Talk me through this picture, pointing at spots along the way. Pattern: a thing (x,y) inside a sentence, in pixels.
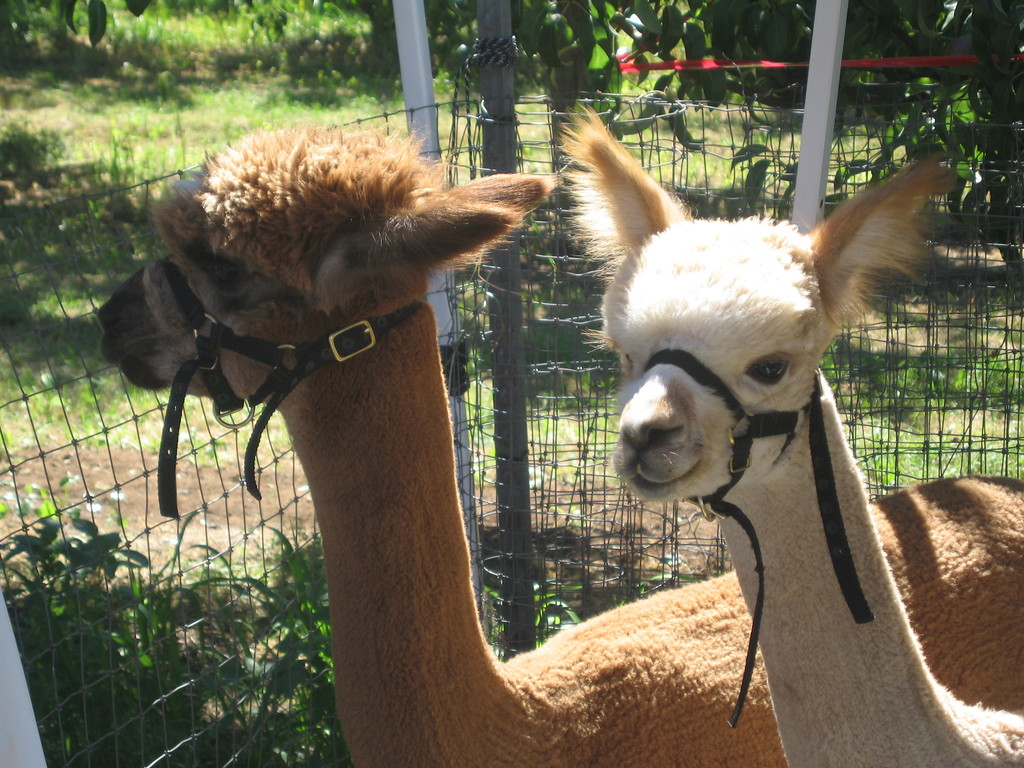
In this image I can see few animals (717,609) and they are in brown and cream color, background (992,298) I can see the railing (579,340) and I can see the trees (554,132) in green color.
